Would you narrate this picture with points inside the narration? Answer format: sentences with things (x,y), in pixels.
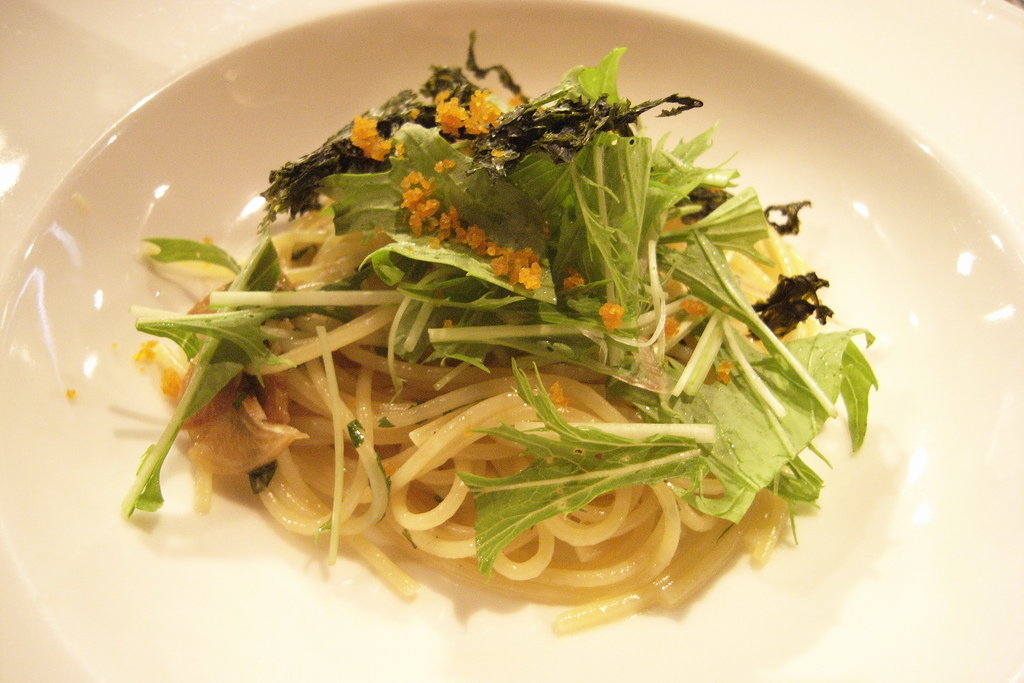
In this image there is a plate (172,557). There is food (537,455) on the plate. There is spaghetti (349,448), onions (277,425) and green leafy vegetables (578,307) in the food (553,452).
